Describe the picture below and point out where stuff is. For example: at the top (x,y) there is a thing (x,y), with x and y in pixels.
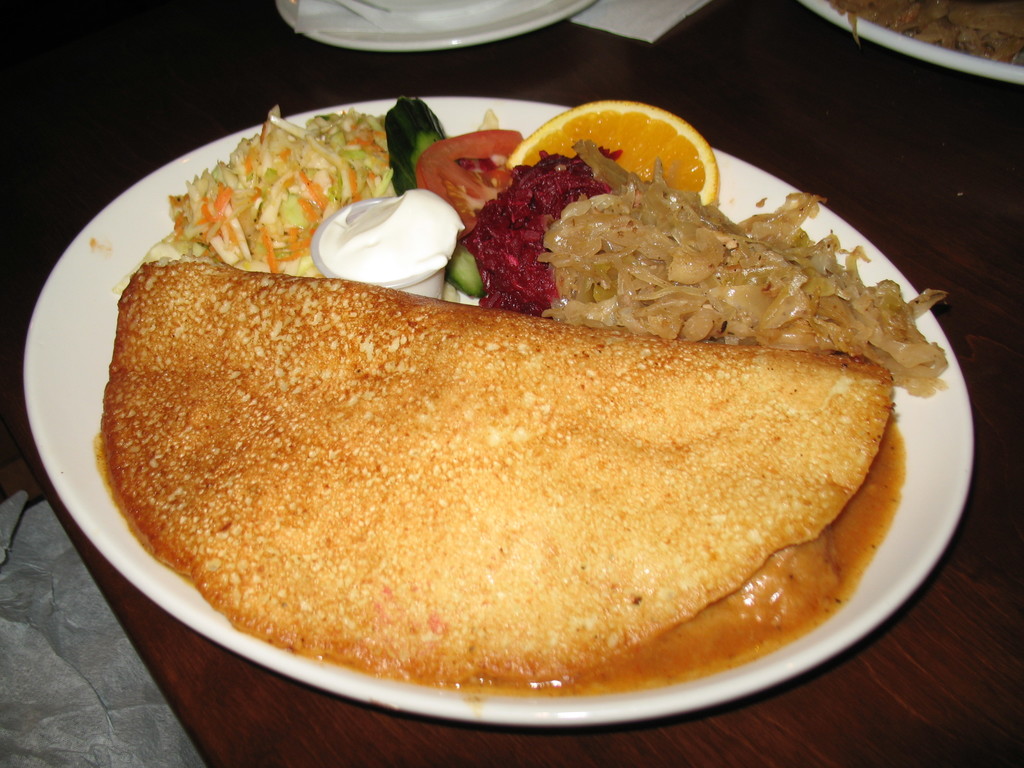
In this image I can see a brown colored table (845,139) and on it I can see few white colored plates (870,248) and on the plates (848,236) I can see food items (676,374) which are brown, red, orange and green in color. I can see a small bowl (417,280) with white colored object (365,225) in it.
